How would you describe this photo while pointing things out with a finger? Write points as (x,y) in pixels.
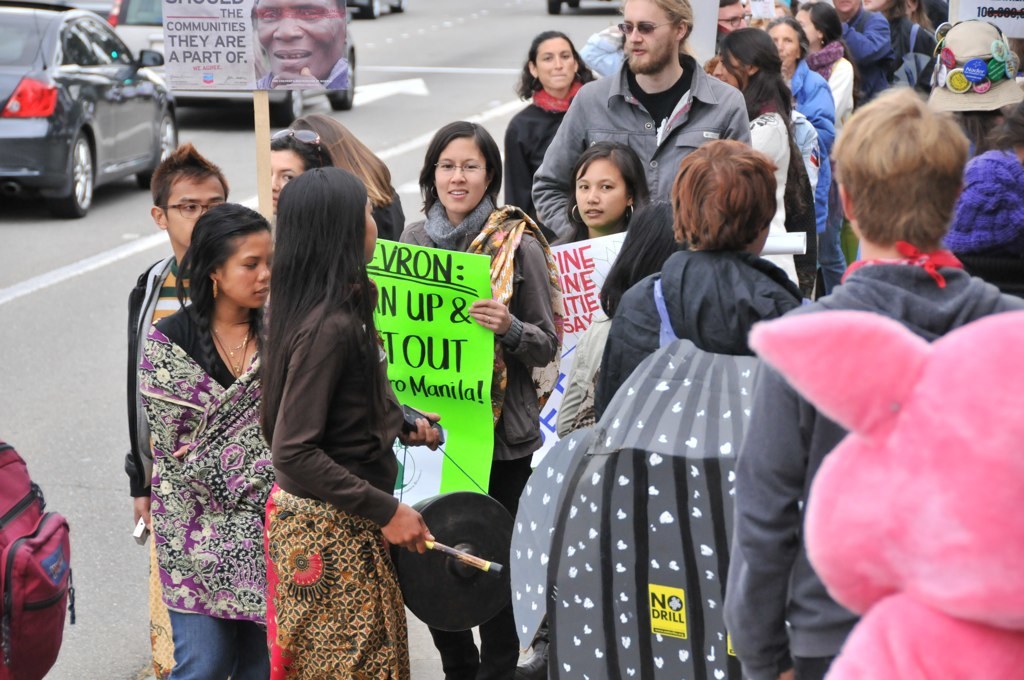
In this image we can see some people (305,521) and among them few people (418,534) are holding boards (269,80) with some text (456,392) and other things (258,71). We can see some vehicles (80,19) on the road (433,57).
